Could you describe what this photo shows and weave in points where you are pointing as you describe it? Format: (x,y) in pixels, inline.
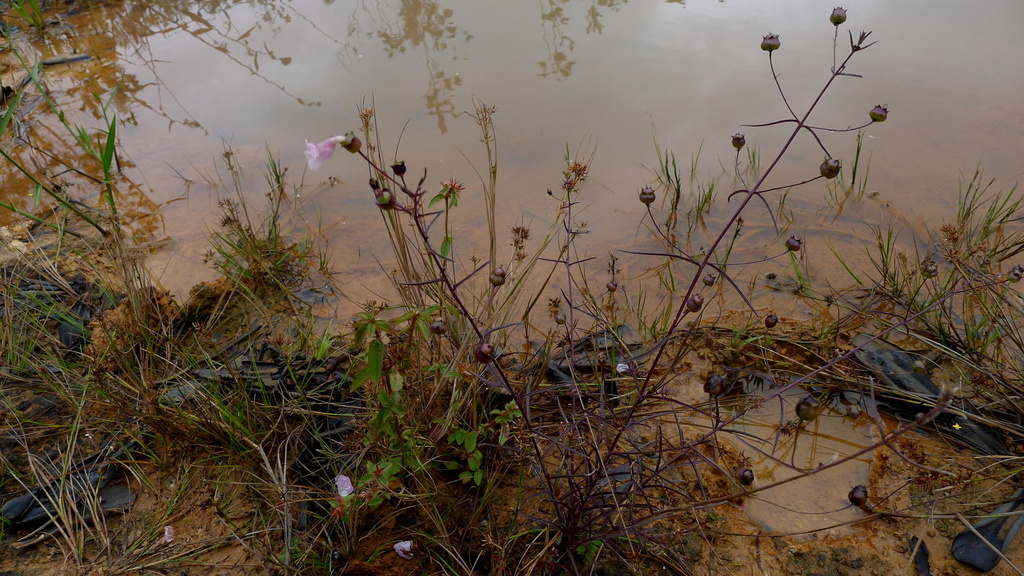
In this picture there are flowers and buds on the plants (425,443) and there is grass (250,425). At the bottom (539,481) there is mud (152,505) and water (244,184) and there are reflections (431,16) of plants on the water (436,34).
